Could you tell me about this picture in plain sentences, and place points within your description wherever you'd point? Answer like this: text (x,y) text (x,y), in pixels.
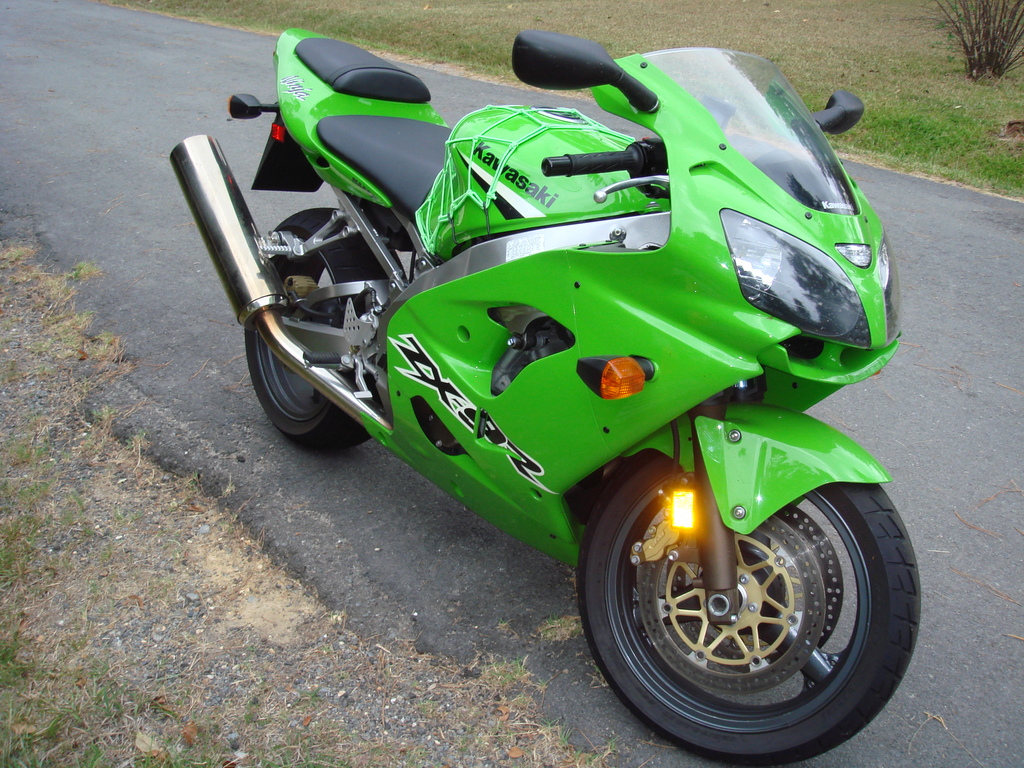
Here we can see a green motorbike (392,216) on this road (243,453). This is dried grass (821,31) and plant (956,36).
